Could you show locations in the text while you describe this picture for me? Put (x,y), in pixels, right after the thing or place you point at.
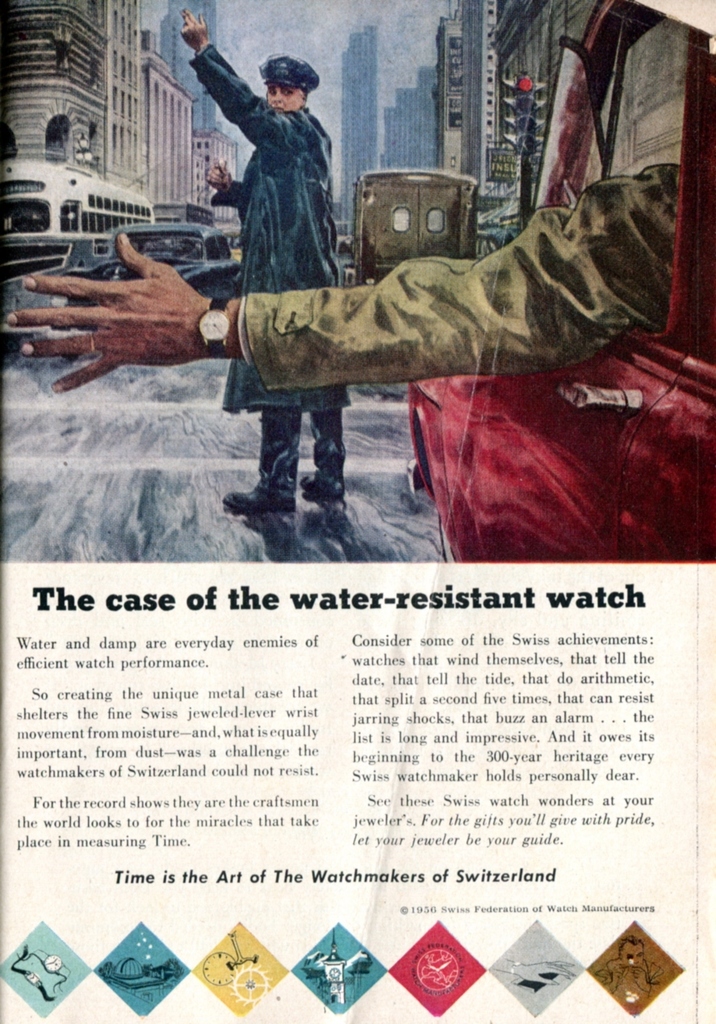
This image is about a painting, in this image there is a traffic cop (295,406) controlling the traffic (174,254), around him there are cars (364,225), in the background of the picture (179,200) there are buildings (351,151) and there is written text (433,664) on the image.
